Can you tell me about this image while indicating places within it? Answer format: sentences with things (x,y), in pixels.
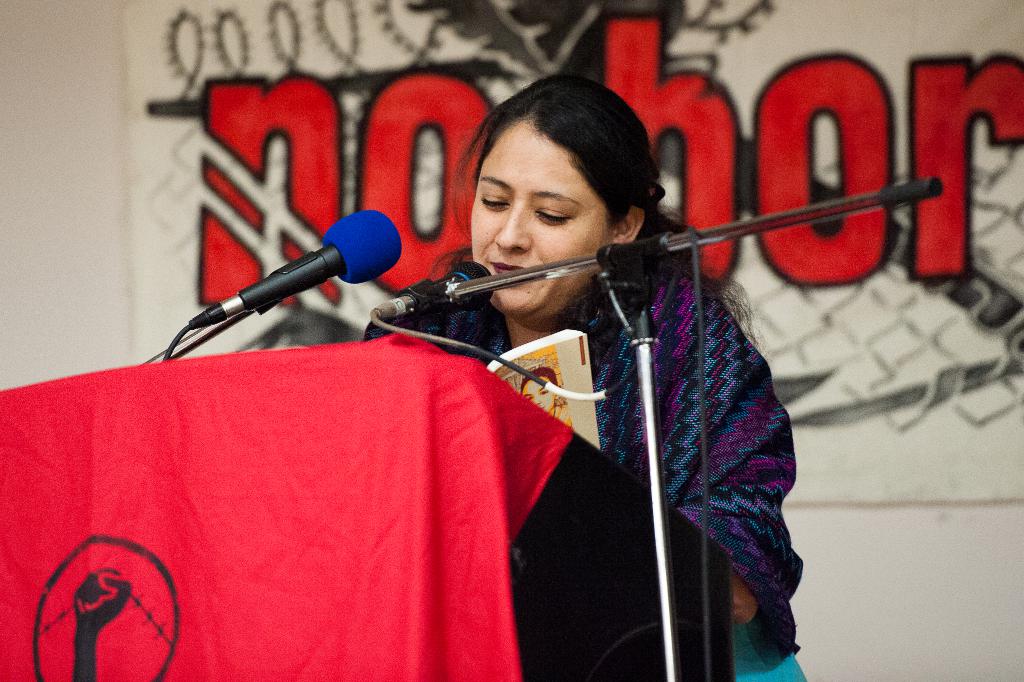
In this image we can see a woman (761,609) is standing. In front of the woman (615,380), we can see a podium (564,545), mics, wires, stand (667,608) and a red color cloth (473,461). In the background (57,159), we can see a banner (374,192) and a wall (863,546).
